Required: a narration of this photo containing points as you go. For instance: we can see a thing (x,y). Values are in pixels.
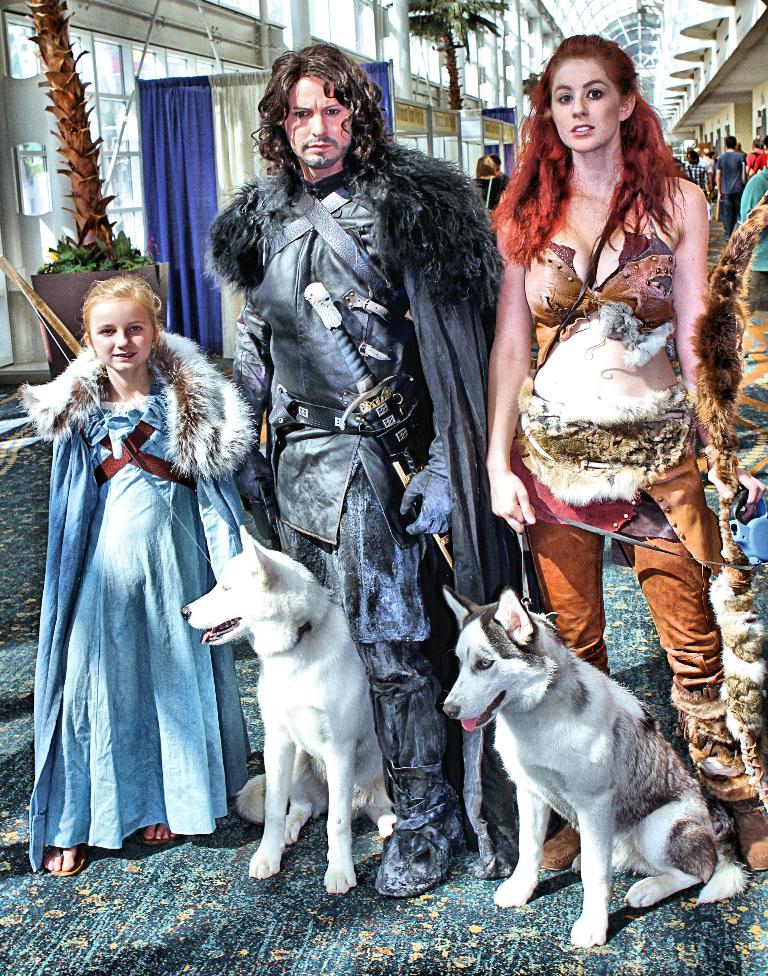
It is a photograph taken in the event, there are three people (491,432) standing with different costumes (202,452) there are also two white color dogs (315,756) sitting in front of them in the background (707,191) there are other people (717,171), to the left side (213,75) there is a blue and white color curtain (213,92).
